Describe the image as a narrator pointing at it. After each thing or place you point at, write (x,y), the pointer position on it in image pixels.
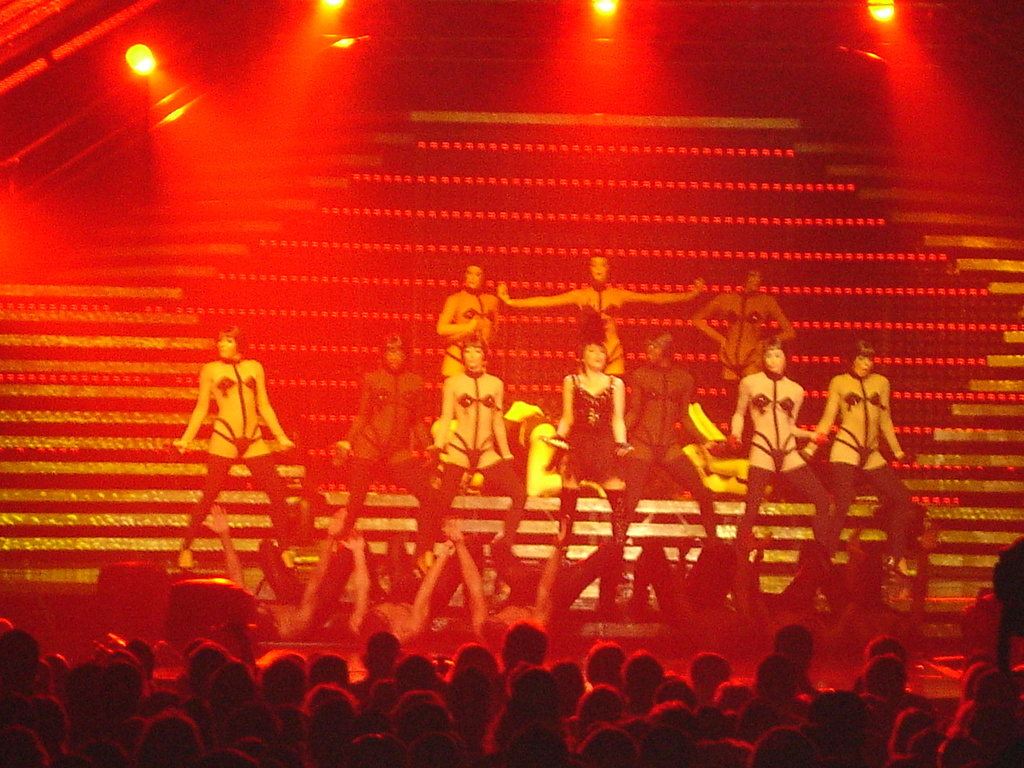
These people (452,346) are dancing and these are audience (8,687). In the background (436,419) we can see steps (824,272) and lights (790,219).
